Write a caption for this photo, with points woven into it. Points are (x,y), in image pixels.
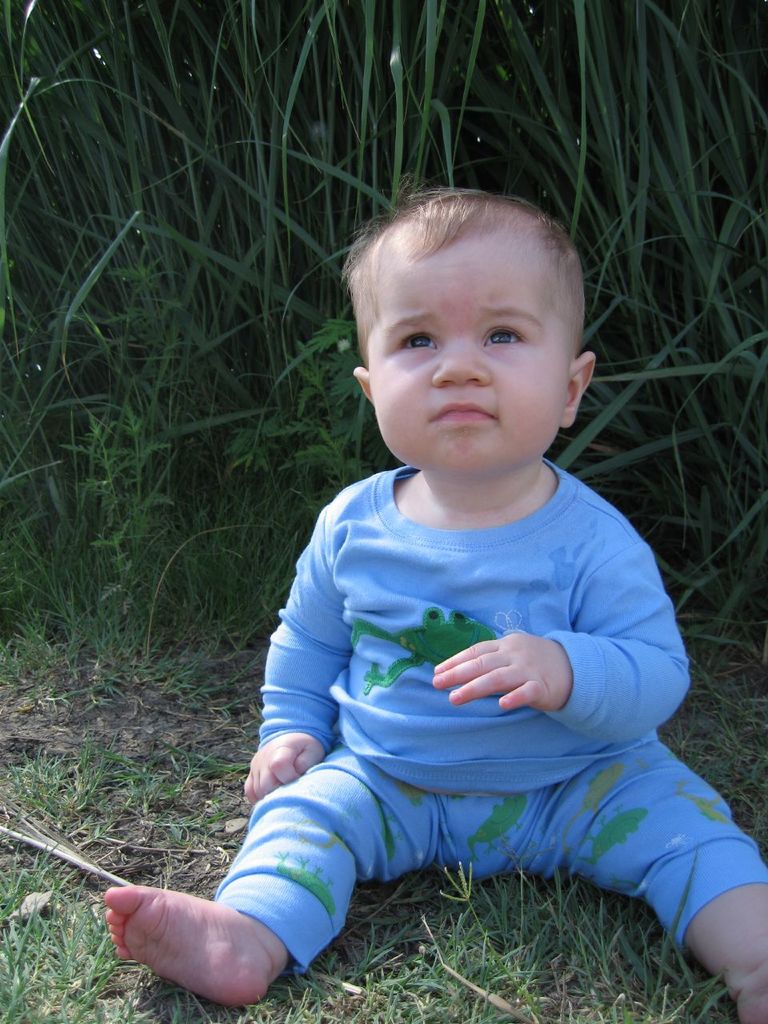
In this image I can see a baby (373,646) in blue dress (356,684). I can also see grass (114,618) and plants (208,128).
